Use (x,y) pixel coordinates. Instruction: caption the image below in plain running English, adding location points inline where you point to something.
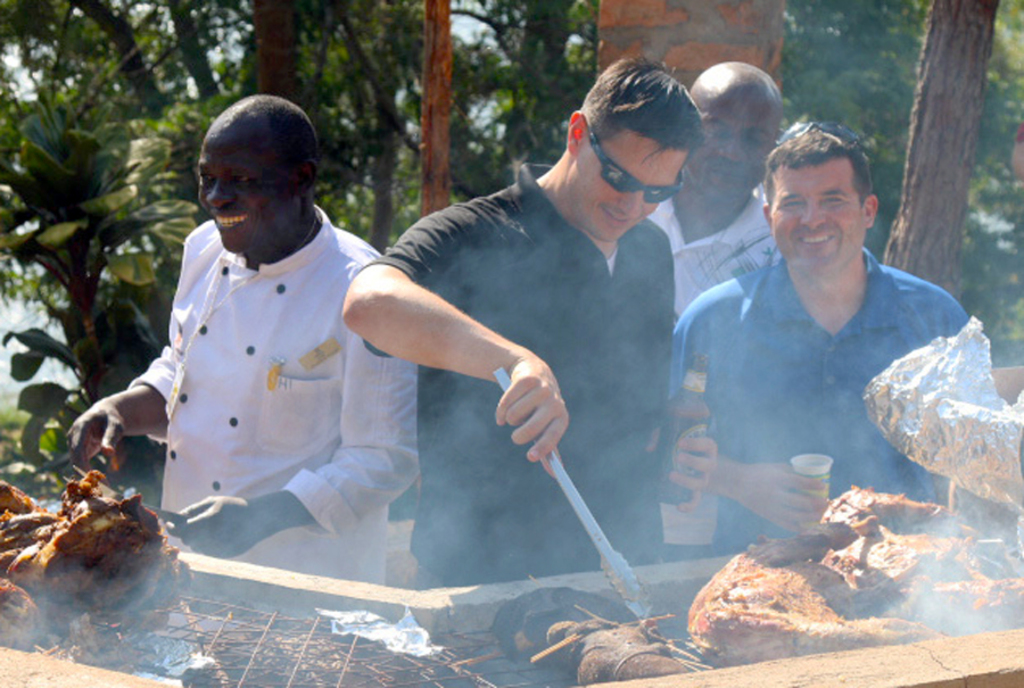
Here we can see people (818,254). These people (701,203) are smiling. This person (790,308) is holding a cup (828,470). This man (606,386) is holding a spatula (617,587) and bottle (704,372). These people (254,479) are cooking food (612,649) on the grill (212,641). Background (792,12) there is a brick pillar (692,19) and trees (374,39).
